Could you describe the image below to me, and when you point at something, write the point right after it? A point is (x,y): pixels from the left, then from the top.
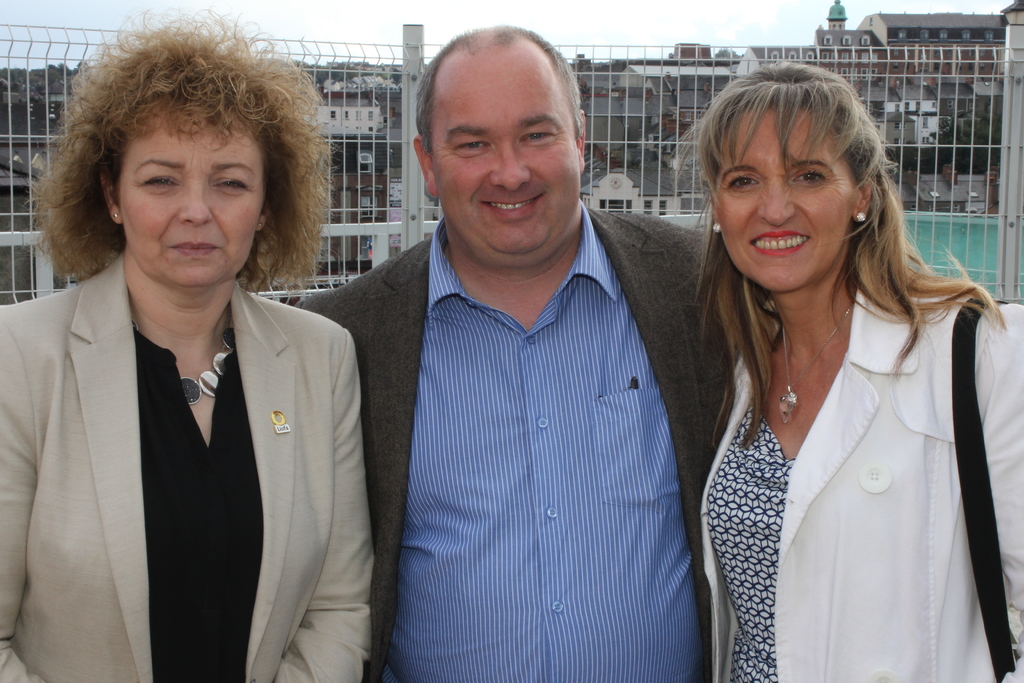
In the picture I can see a man (408,447) and 2 women (257,214) are standing together and two of them are smiling. In the background (699,96) I can see buildings (599,99) and the sky (609,33).
